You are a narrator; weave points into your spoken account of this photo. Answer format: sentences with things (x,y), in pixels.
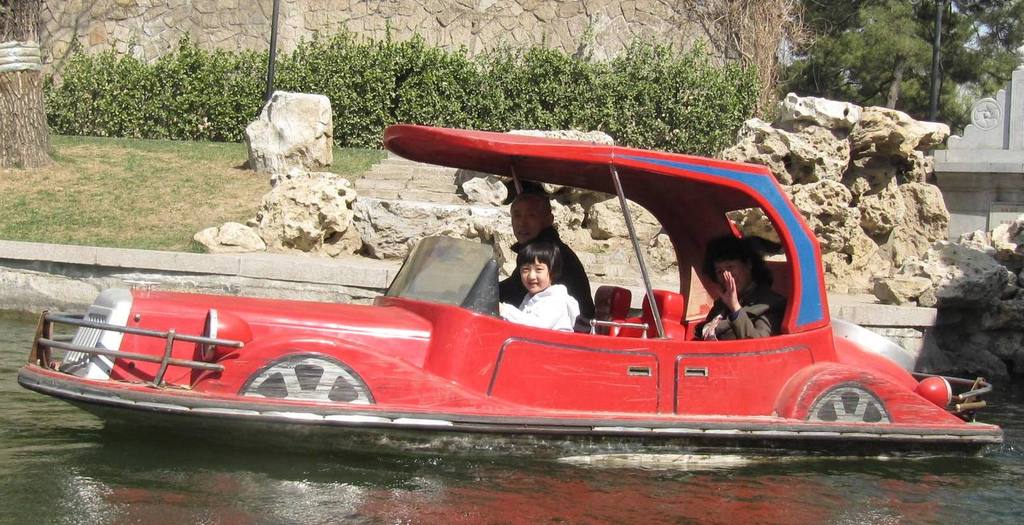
In the center of the image (406,333) we can see three people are sitting on a boat (884,338). In the background of the image (14,292) we can see the wall (694,36), plants (523,81), trees (879,66), rocks (453,224), stairs (365,175), poles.
